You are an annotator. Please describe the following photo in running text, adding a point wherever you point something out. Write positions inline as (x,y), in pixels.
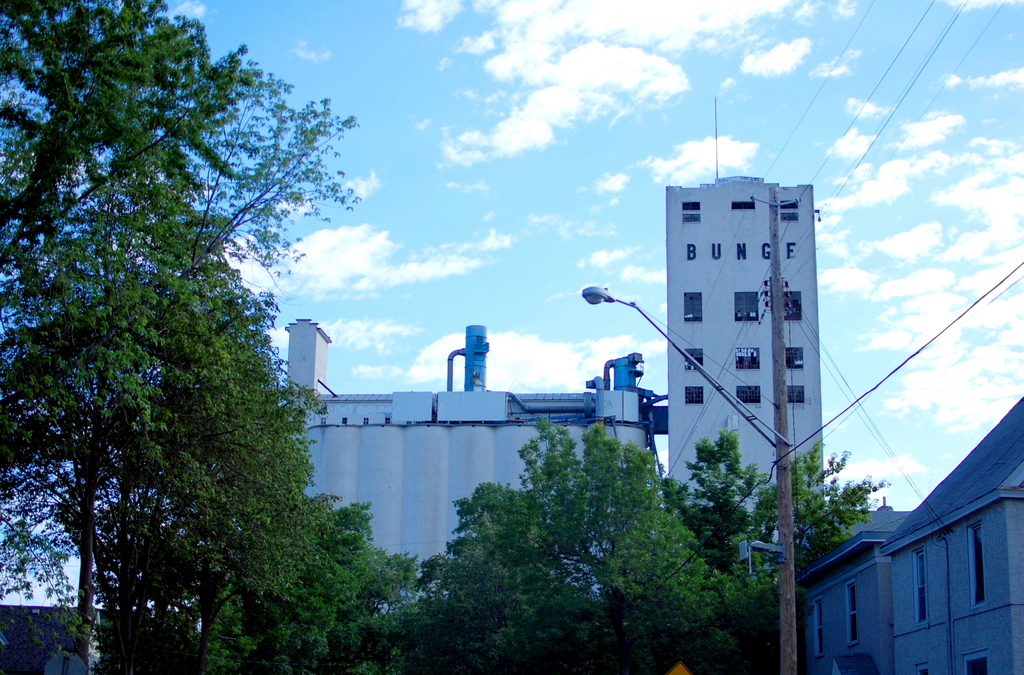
In this picture we can see buildings (555,403), trees (65,170) and street lights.
